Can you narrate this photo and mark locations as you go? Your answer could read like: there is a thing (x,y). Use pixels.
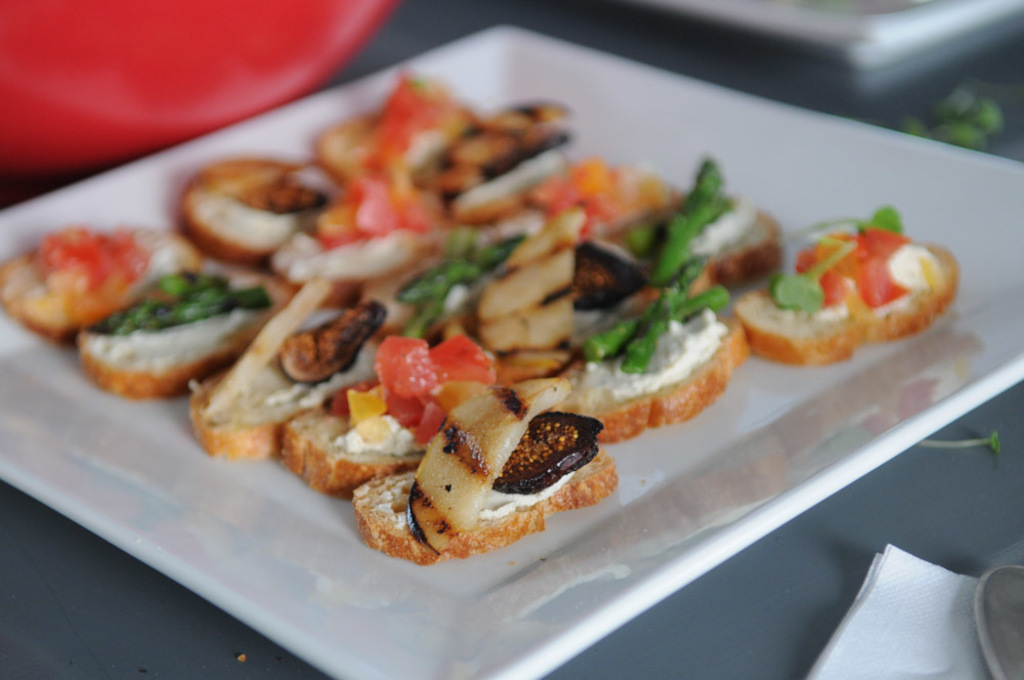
Here I can see a table (80,616) on which a saucer (264,578), a tissue paper (891,623) and some other objects (135,68) are placed. On the saucer (67,363) I can see some food items (331,406).
